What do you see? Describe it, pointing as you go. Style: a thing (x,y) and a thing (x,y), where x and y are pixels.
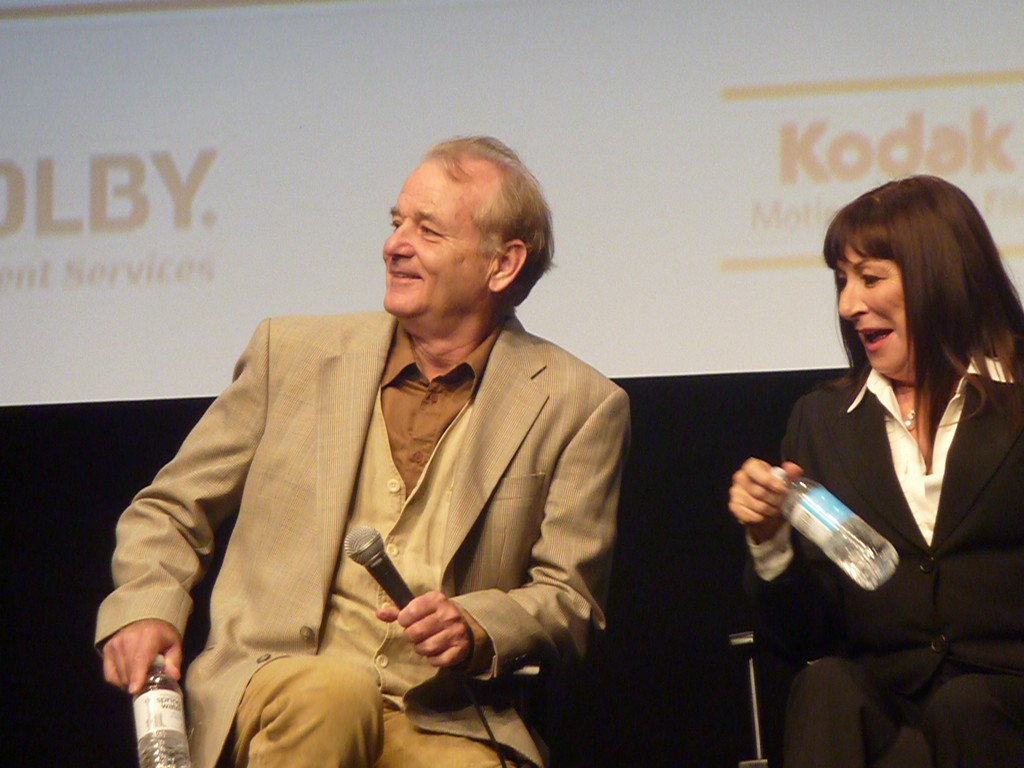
In this image we can see two persons (538,522) sitting on the chair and holding some objects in their hands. There is a projector screen (247,199) in the image.
